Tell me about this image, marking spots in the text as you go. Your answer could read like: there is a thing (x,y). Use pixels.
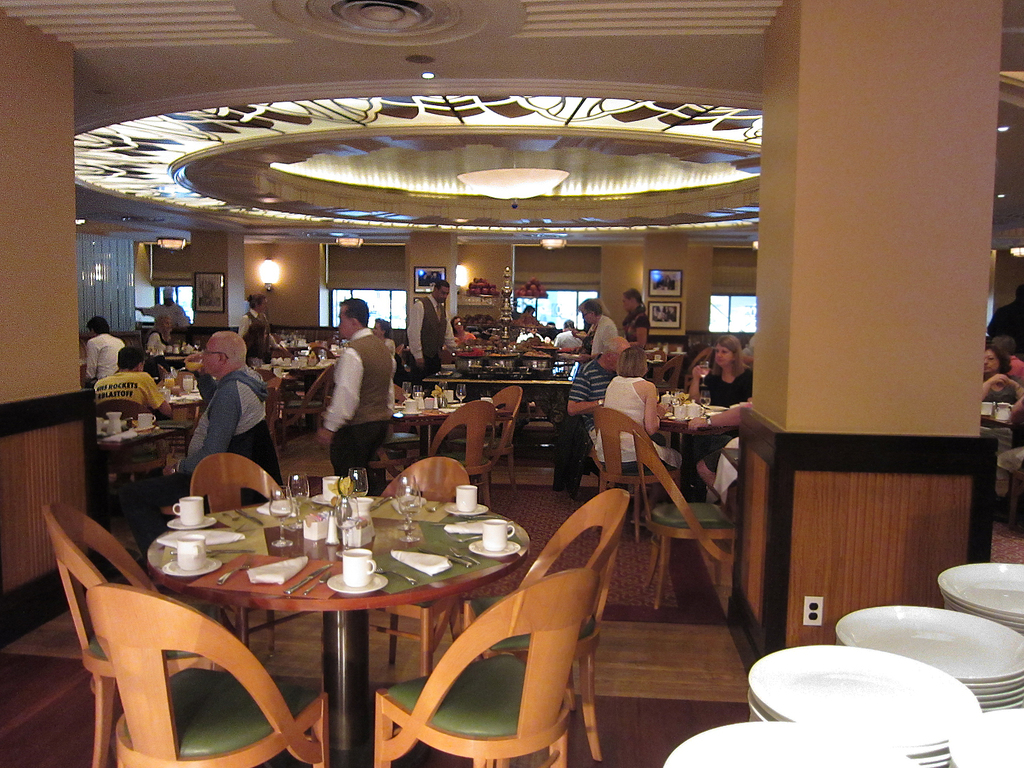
As we can see in the image there is a wall (311,280), light (260,268), few people (263,305) here and there. and there are chairs (269,687) and tables (334,559). On table (310,547) there is a cup (352,571), saucer (345,573), knife (315,578), fork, spoons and glasses (400,509).
